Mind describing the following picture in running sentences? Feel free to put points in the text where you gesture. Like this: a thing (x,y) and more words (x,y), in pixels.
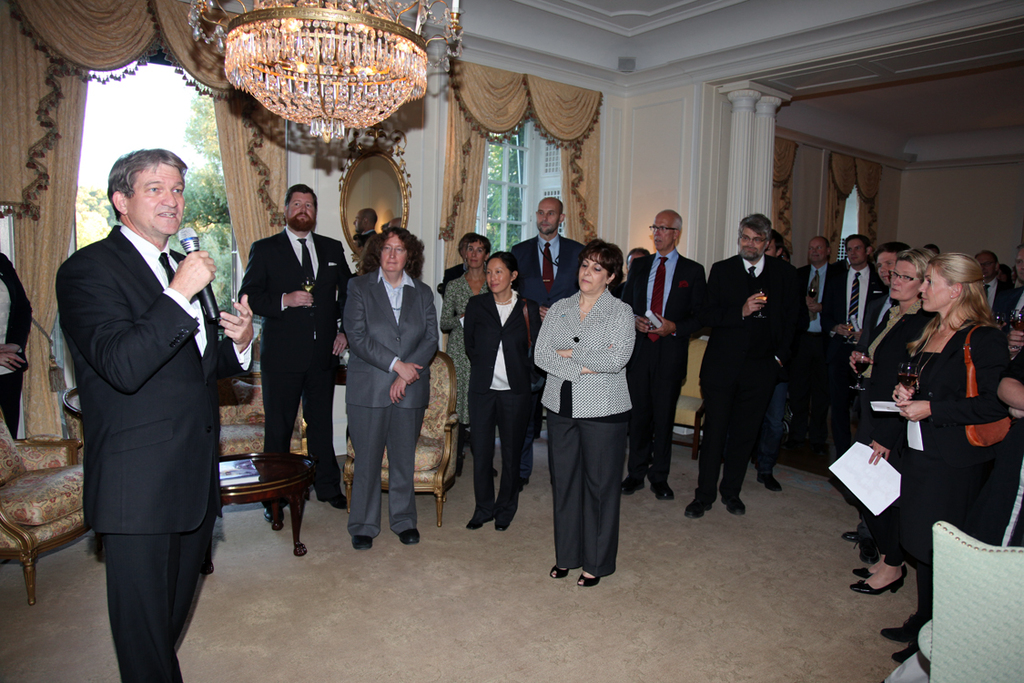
In this picture I can see there is a person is standing on to left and is speaking in the micro phone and there are a group of people (268,278) standing, the men (254,265) and woman (578,340) are wearing black blazers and dresses (998,465). There is a light (377,95) attached to the ceiling (547,22) and there is a door (184,123) and a window (208,152) with curtains (247,138) and there are trees (196,210) visible from the door (146,109) and the sky (132,109) is clear.
